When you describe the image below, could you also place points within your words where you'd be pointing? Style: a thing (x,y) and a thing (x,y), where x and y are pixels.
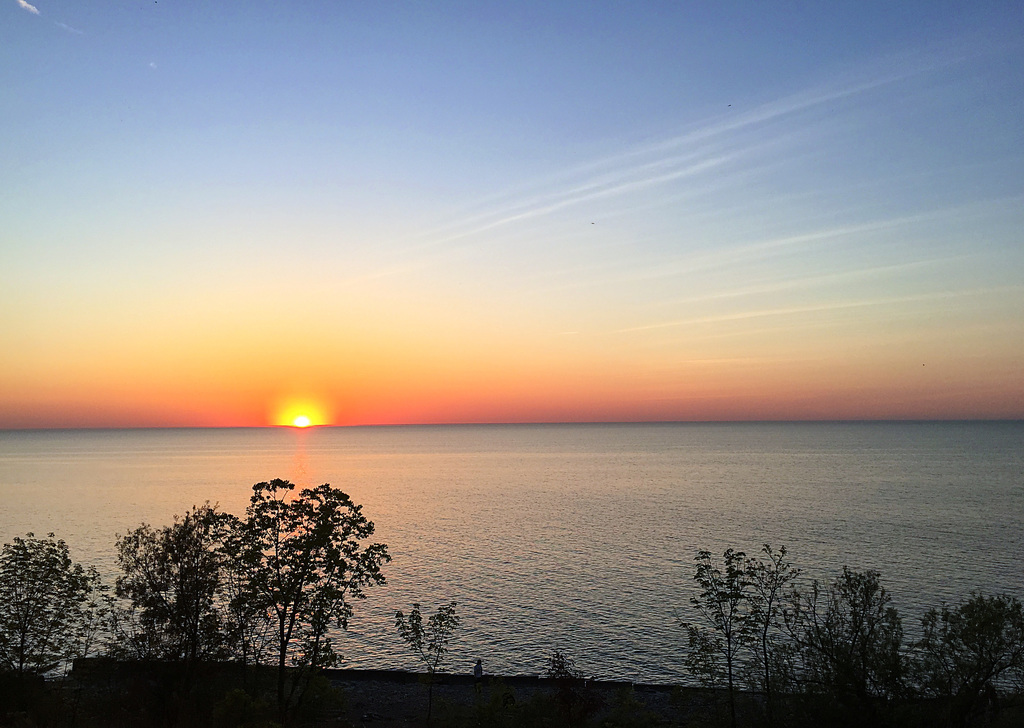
In this image I can see plants (557,676) in green color, background (601,518) I can see water (599,532) and I can see sun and the sky (373,422) is in orange, yellow, blue and white color.
